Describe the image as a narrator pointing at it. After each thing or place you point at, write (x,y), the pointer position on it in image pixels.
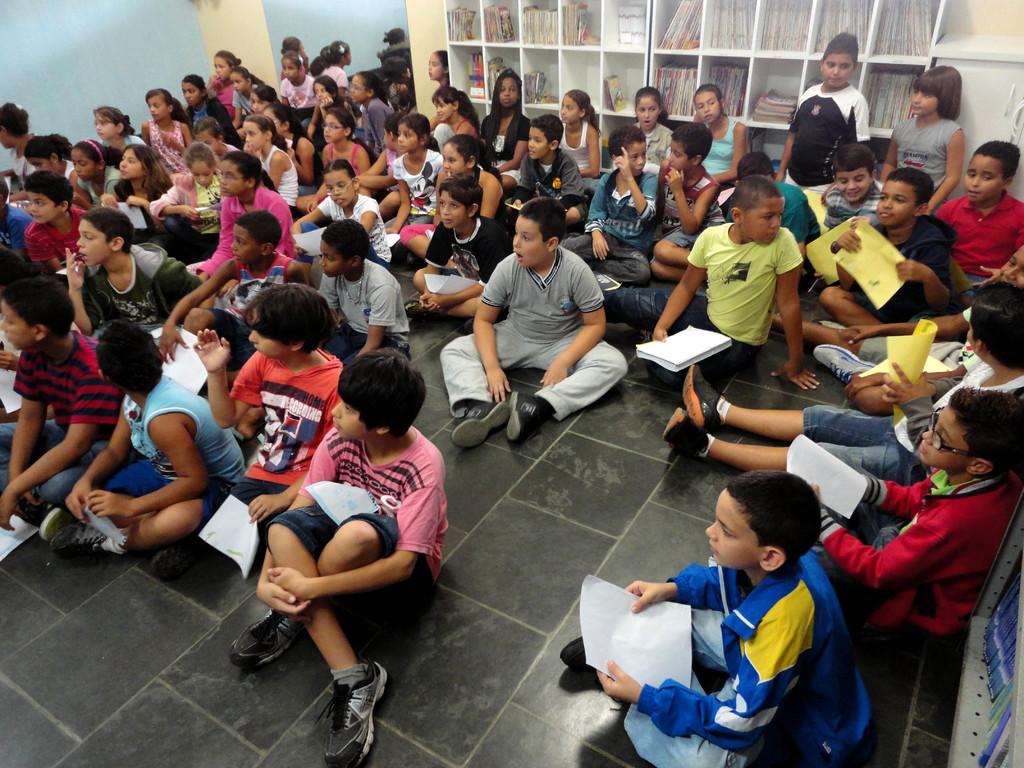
In this image we can see a group of children (438,489) sitting on the floor (462,525). In that some are holding the papers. On the backside (914,13) we can see a group of books (864,9) placed in the shelves (935,44). We can also see a container (965,128) and a wall (393,19). At the bottom right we can see some books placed in a rack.
